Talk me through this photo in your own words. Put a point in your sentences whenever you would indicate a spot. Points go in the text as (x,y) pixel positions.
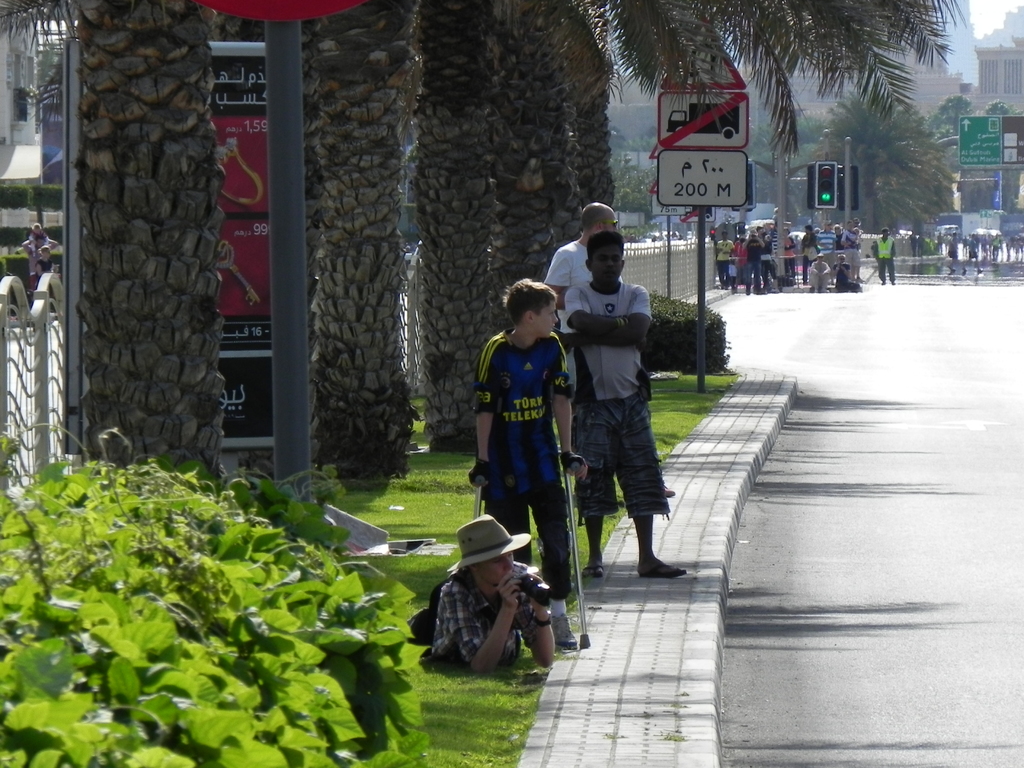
In this image, we can see people (807,253) and vehicles (764,222) on the road (808,326). In the background (862,77), there are buildings (805,76), trees (341,36), boards (220,115), poles (779,185) and we can see a railing (41,399), some plants (194,498) and there are some people (557,480) on the sidewalk (572,726) and one of them is wearing a hat (481,541) and holding an object (535,589) and a boy (540,501) is holding sticks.
